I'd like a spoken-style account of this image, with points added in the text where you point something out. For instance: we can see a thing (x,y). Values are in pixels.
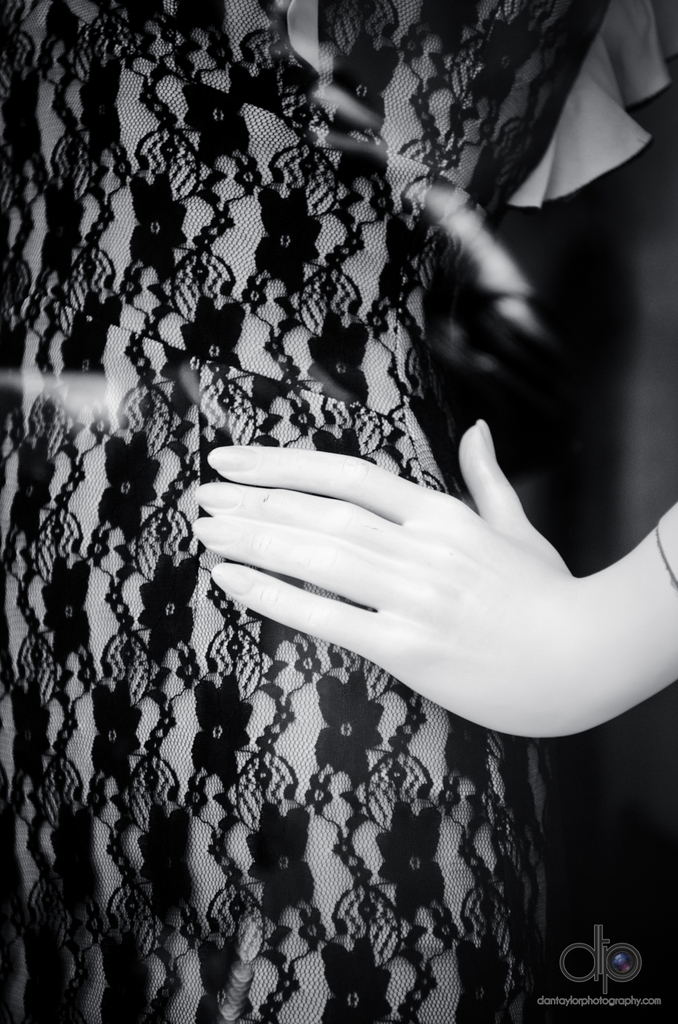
In this picture, we see the mannequin (350,420) of the women (267,485) wearing the black dress (203,551). In the background (489,329), it is black in color. This picture is blurred in the background (555,440).
